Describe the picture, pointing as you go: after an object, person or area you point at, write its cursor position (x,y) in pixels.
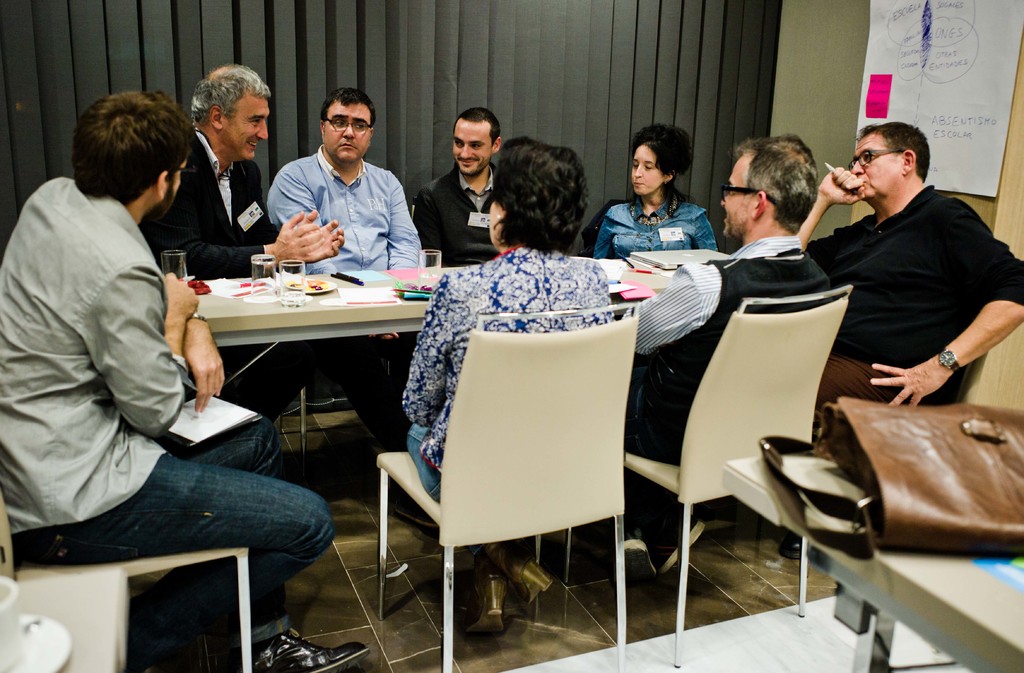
This image is clicked in a room (30,114), there is a table (297,315) in the middle (400,321) and chairs (761,316) around the table (418,321). There are people (795,173) sitting on chairs (712,446) around the table (270,327). There is a cup (9,616) in the bottom left corner (44,626) and there is a bag (879,445) in the bottom right corner (876,483). On the table (266,310) there are glasses (283,305), pens (356,280), papers (377,279), books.
